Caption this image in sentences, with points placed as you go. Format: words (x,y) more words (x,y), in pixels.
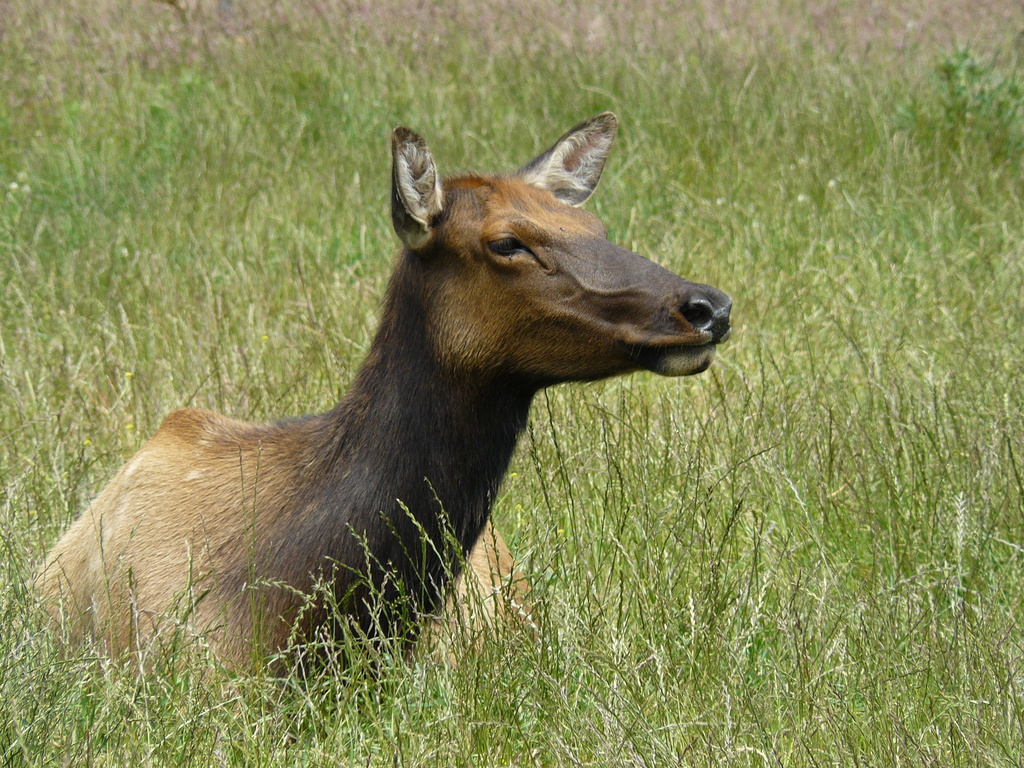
In the center of the image (438,343) we can see animal (128,492) laying on the plants (699,665). In the background (3,282) we can see grass (373,69) and plants (682,156).
